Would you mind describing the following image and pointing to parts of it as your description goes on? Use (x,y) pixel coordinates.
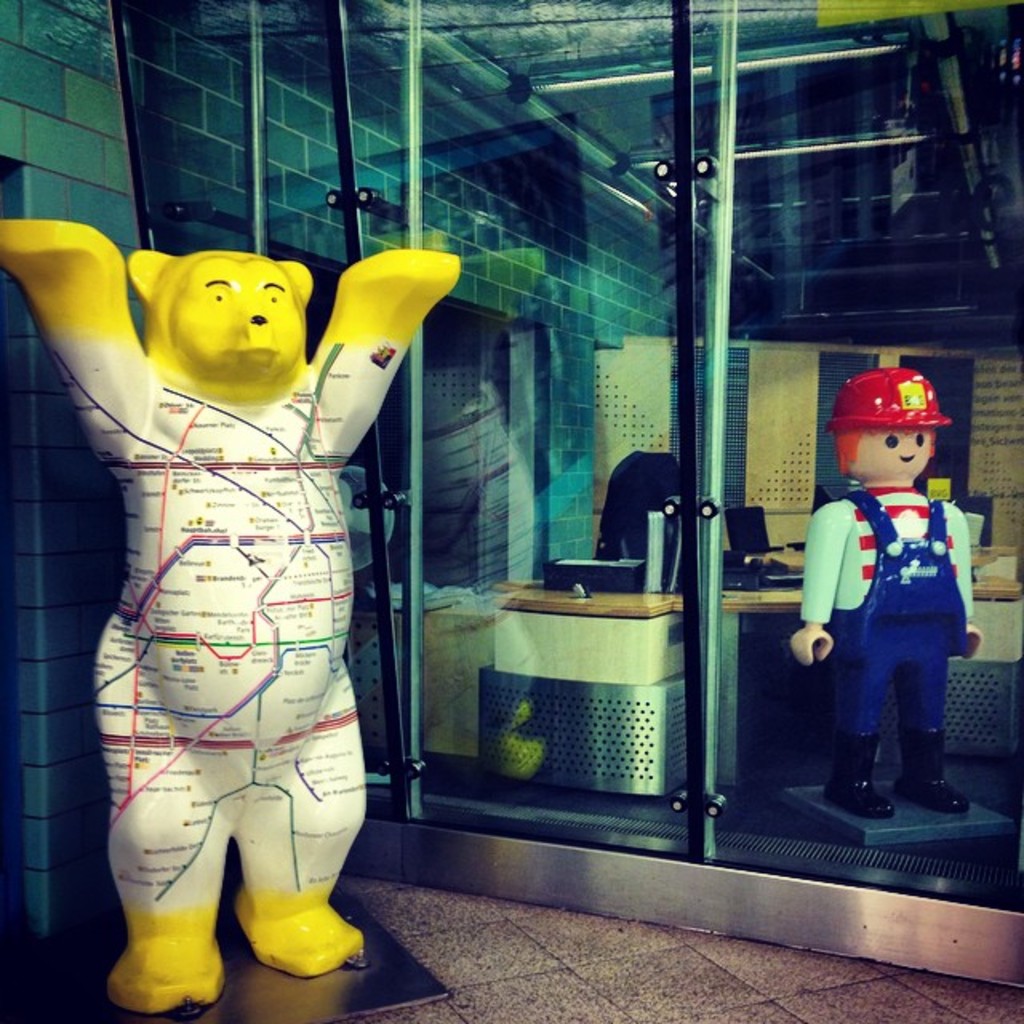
In this image we can see the depictions (324,523) of a bear (324,523) and also the person (876,499) wearing the helmet (919,379). We can also see the glass windows (641,685) and through the glass windows (588,618) we can see the tables (636,622) with some objects (756,569) and also chairs (609,497) and wall (803,509) and also the ceiling (709,17). We can also see the floor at the bottom (565,955).
